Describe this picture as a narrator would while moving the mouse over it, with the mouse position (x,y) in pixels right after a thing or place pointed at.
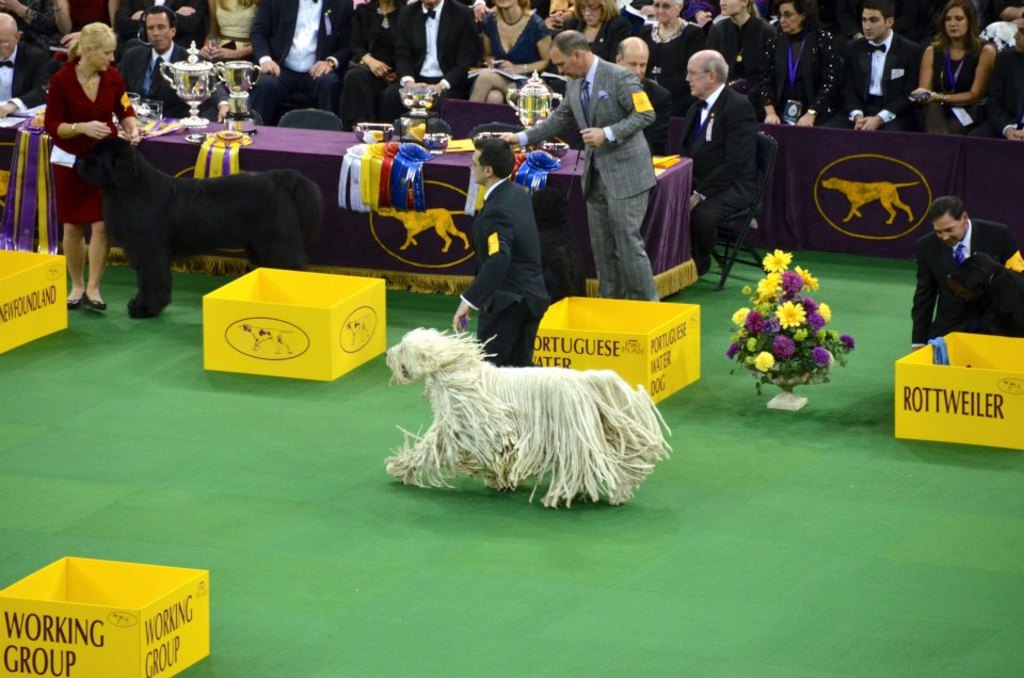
In this picture we can observe a dog (467,390) which is in white color on the floor (360,468). The floor (564,563) is in green color. On the left side (173,204) there is another dog (152,186) which is in black color. There are yellow color boxes (343,341). We can observe some people (593,99). There are men (576,66) and women (645,39). We can observe some prizes (194,100) placed on this table (294,154).
